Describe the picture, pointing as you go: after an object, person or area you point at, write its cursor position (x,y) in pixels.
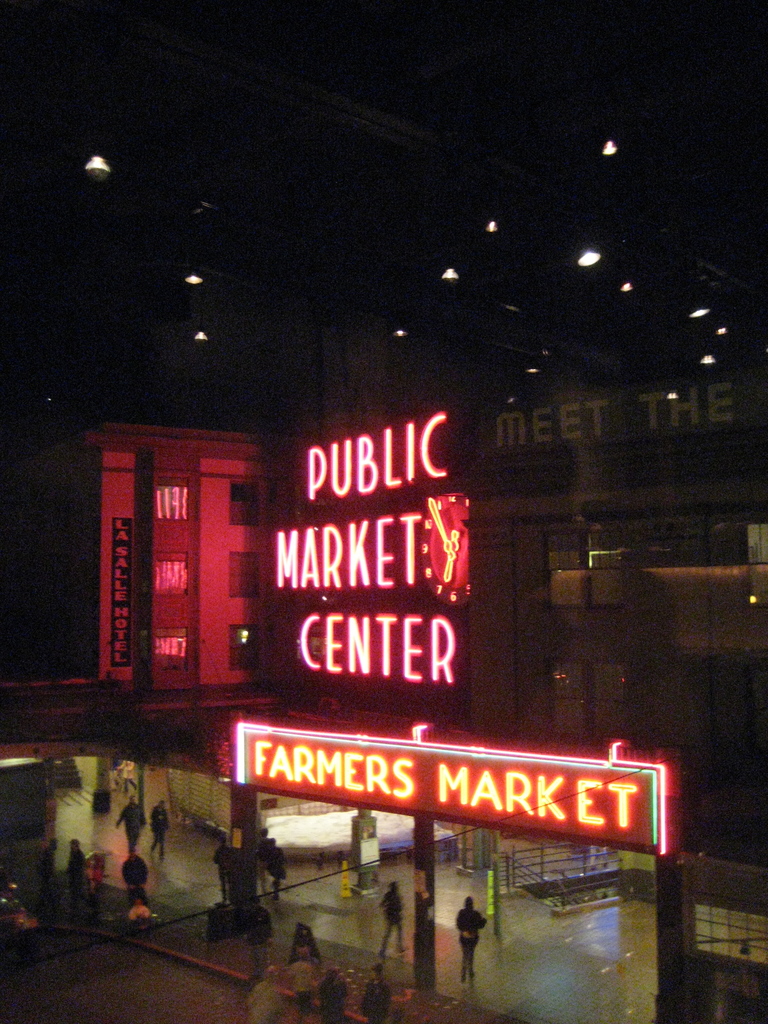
In this picture I can see buildings (236,581) and some names (435,797) on the building (373,661). In the background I can see lights (443,279). Here I can see some people (273,884) standing on the ground (404,865).
